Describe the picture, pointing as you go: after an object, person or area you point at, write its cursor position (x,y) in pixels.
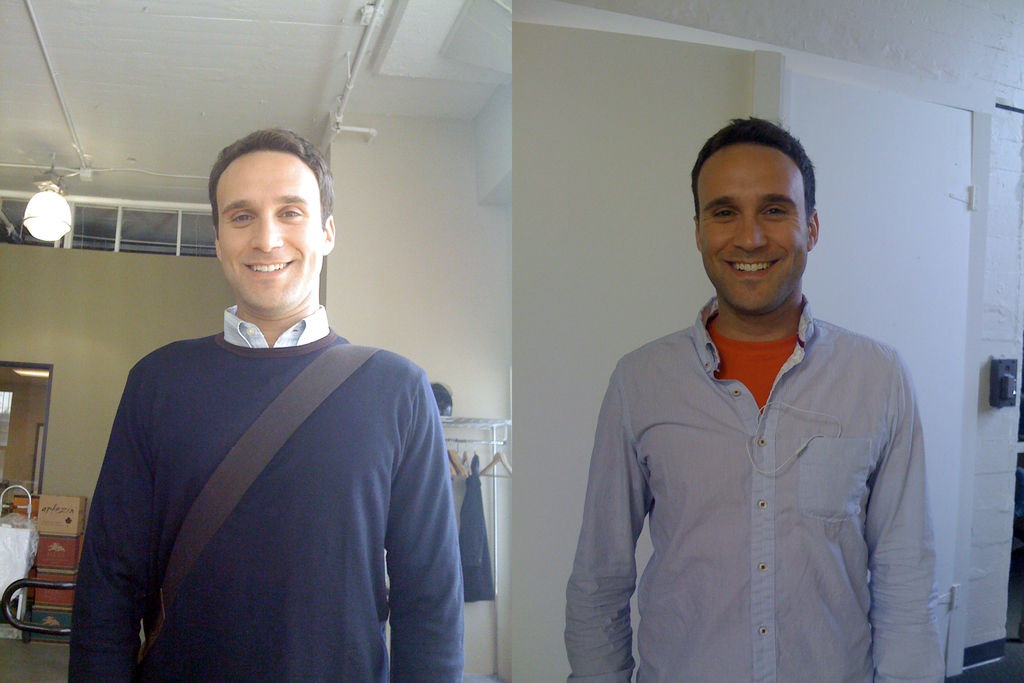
This image is a collage. In this image there is a man (313,426) standing and smiling. In the background (451,258) there are walls (373,253), light (62,220) and we can see cardboard boxes (51,543). On the left (15,426) there is a door (4,423).
